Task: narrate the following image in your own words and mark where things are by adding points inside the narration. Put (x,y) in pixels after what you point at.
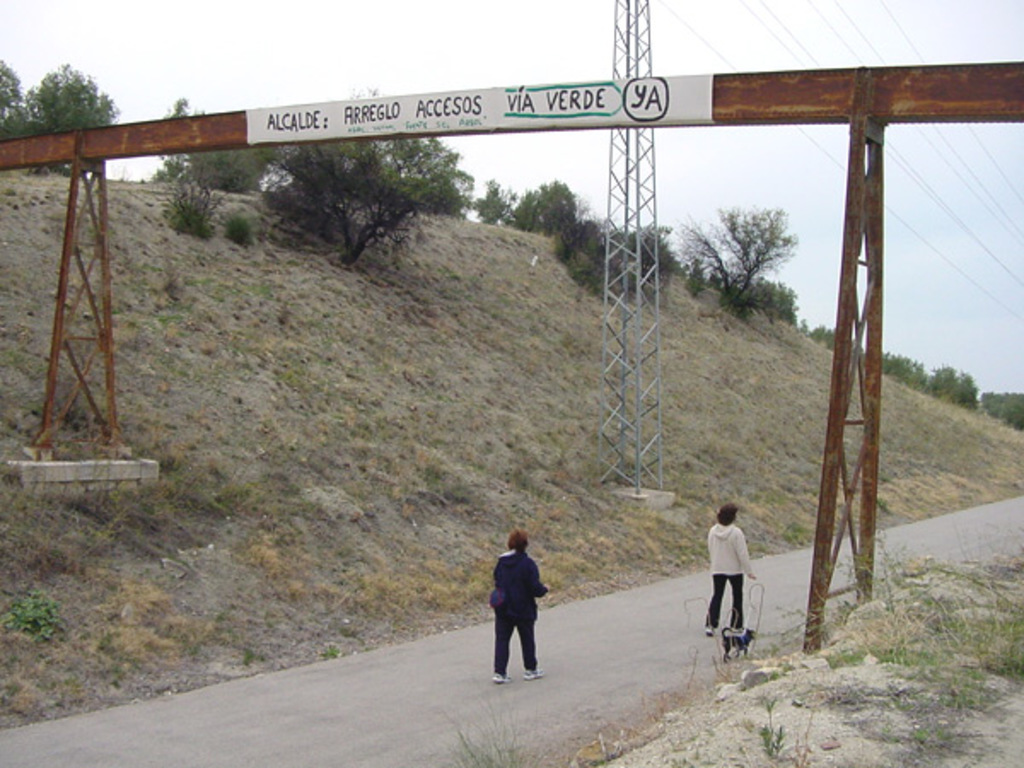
In this picture there are two women (529,607) who are walking on the road (514,674). Beside them I can see the dog (728,641). In the center (635,436) I can see the electric pole (609,325) and wires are connected to it. On the mountain (681,302) I can see many trees (404,225). On the right (855,188) and left side (67,239) I can see the steel pillars (861,282). At the top (445,20) I can see the sky (454,12).
